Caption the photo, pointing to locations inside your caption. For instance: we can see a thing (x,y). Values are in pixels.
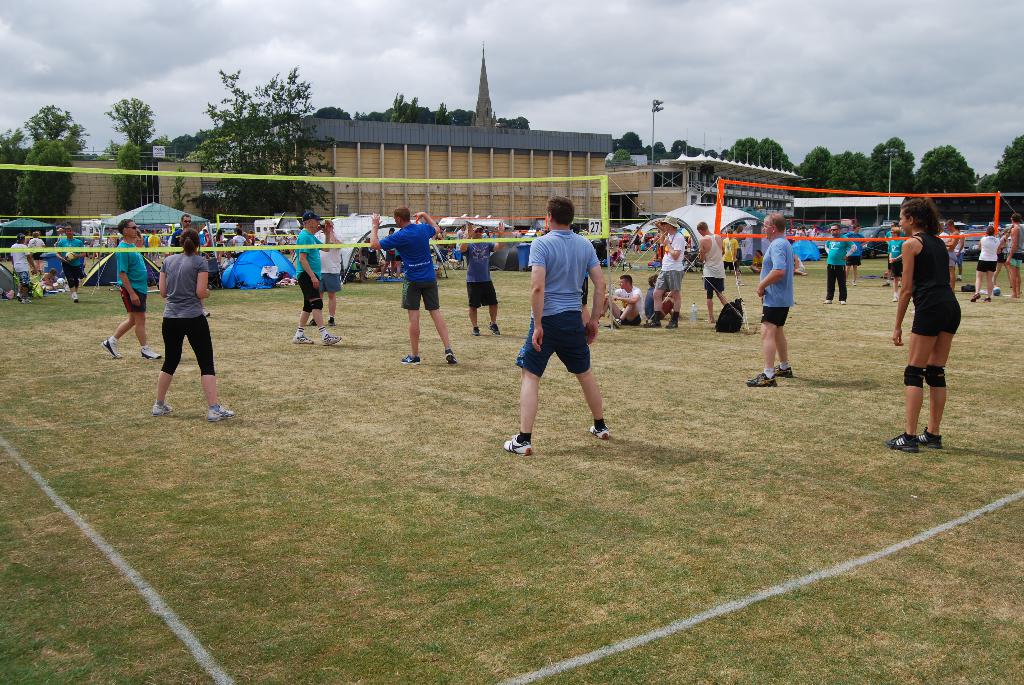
In the foreground of this picture (400,339), there are persons (1008,253) standing on the grass (616,434) and few (638,309) are sitting on the grass (656,334). We can also see two nets (549,201) in between the persons (470,274). In the background (385,196), there are tents (726,227), persons (189,226), buildings (446,142), flags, trees (270,132) and the cloud (521,104).
